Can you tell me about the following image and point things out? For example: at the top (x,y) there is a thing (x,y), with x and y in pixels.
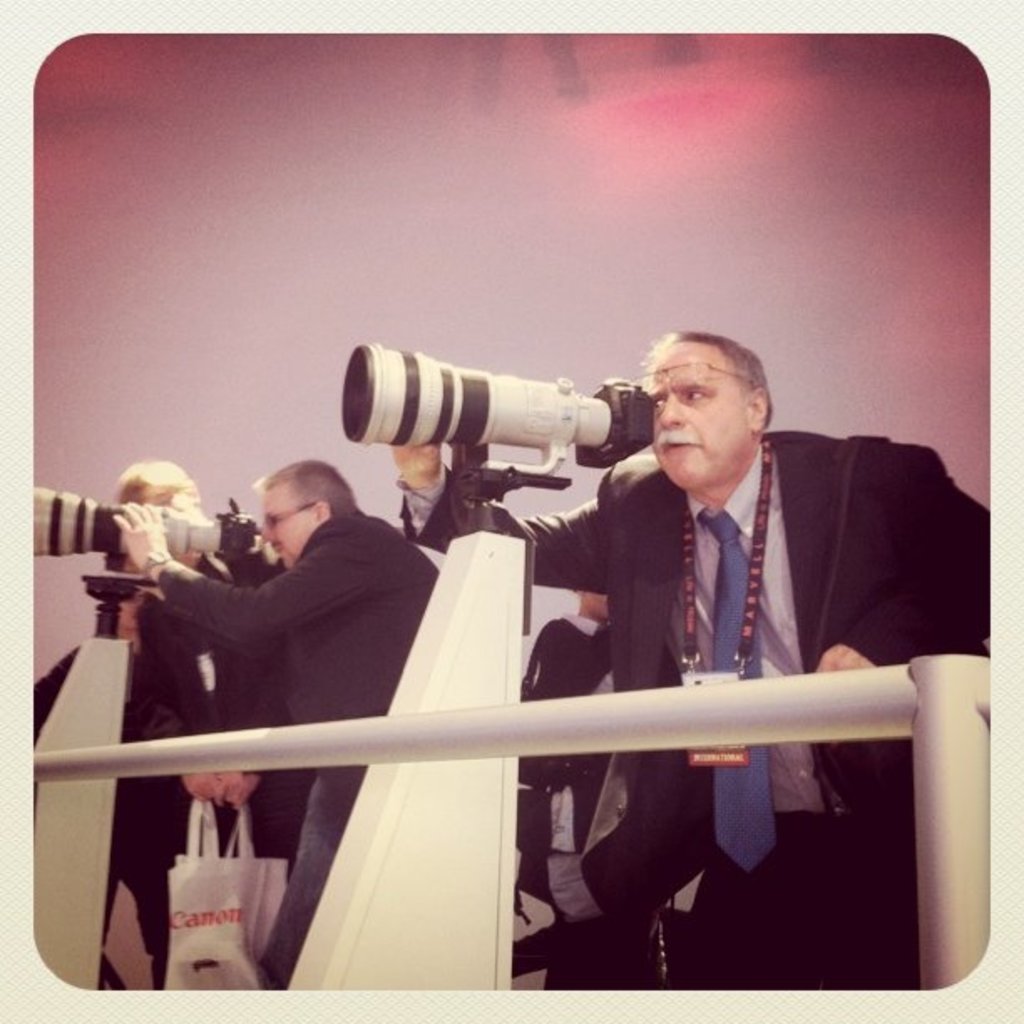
This is a picture. In this picture we can see men (758,598) standing and some of them are peeping through the camera (477,412) with lens (527,465) placed on the stands (449,806).
